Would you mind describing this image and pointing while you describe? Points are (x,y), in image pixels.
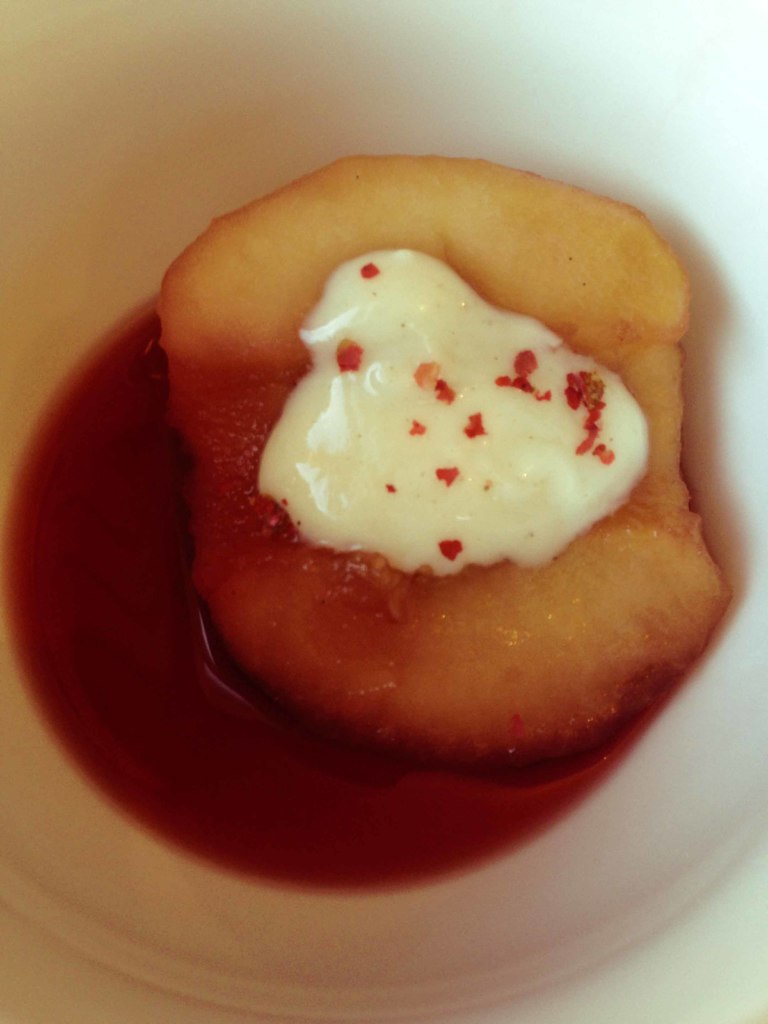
This is a zoomed in picture. In the center of the picture (409,342) we can see a white color object (19,845) containing some food items (264,420).
